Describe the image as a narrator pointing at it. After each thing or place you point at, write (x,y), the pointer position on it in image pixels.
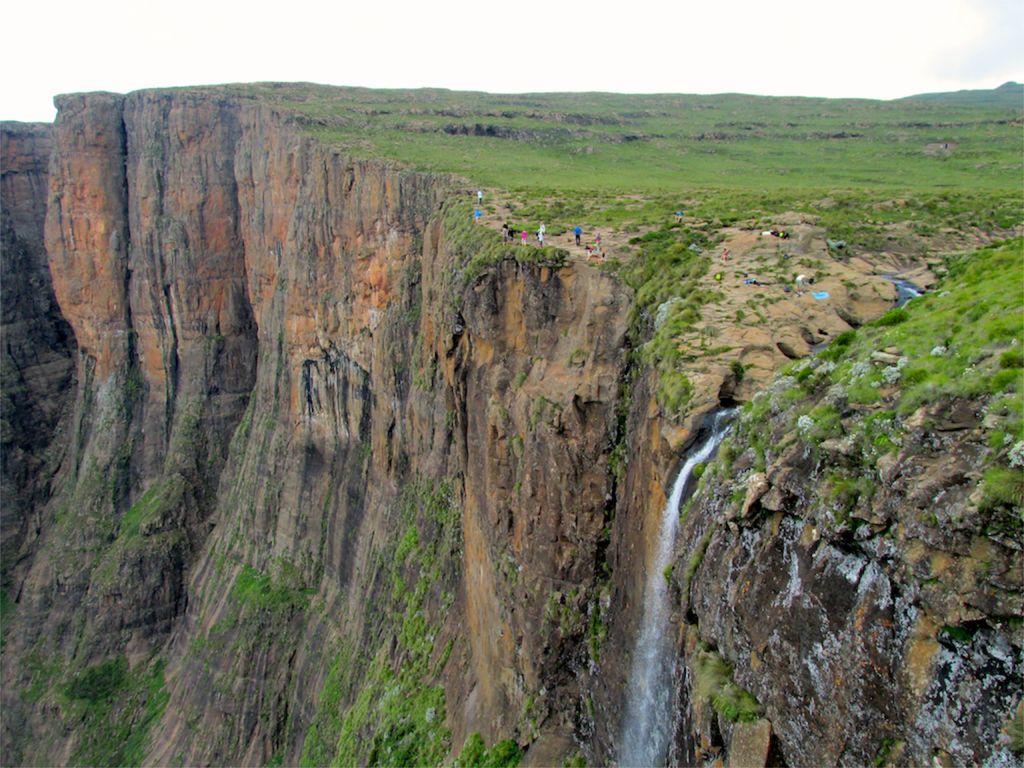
In this image, we can see the mountain cliff (528,508). There are a few people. We can see some grass (923,320) and the waterfall (674,518). We can also see the sky (690,44).
